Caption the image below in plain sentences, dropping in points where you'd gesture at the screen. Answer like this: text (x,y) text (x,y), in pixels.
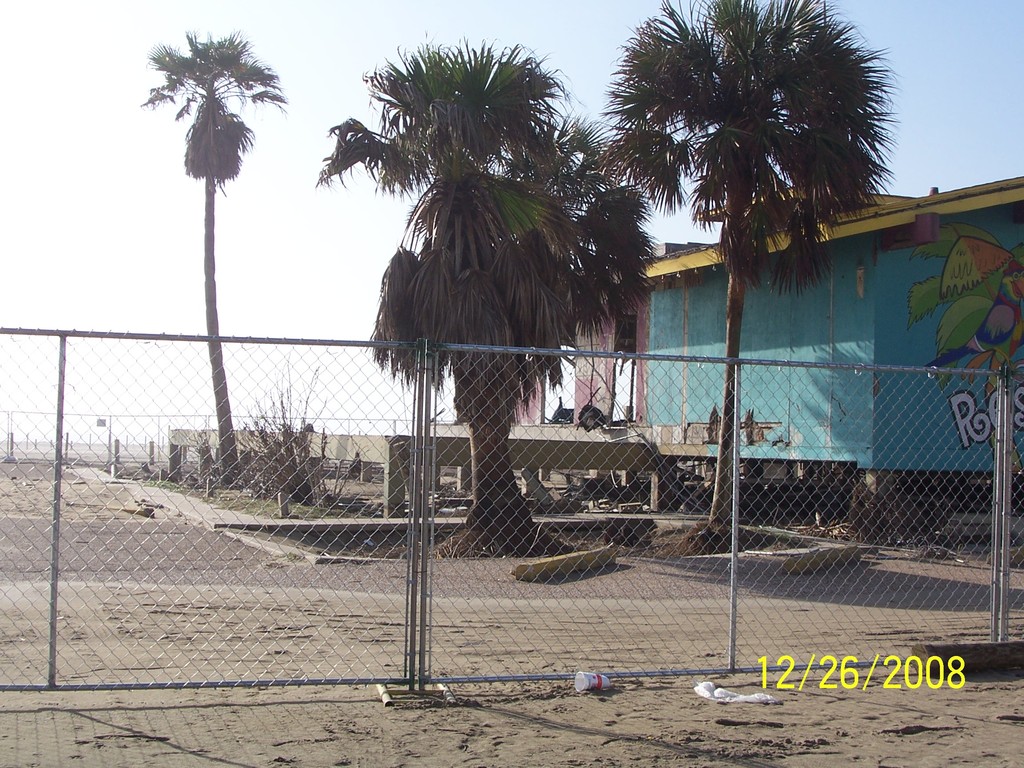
In this image there are trees (528,364). On the right (741,352) we can see a shed (796,307). There are fences (59,427). In the background (311,211) there is sky (144,123).
